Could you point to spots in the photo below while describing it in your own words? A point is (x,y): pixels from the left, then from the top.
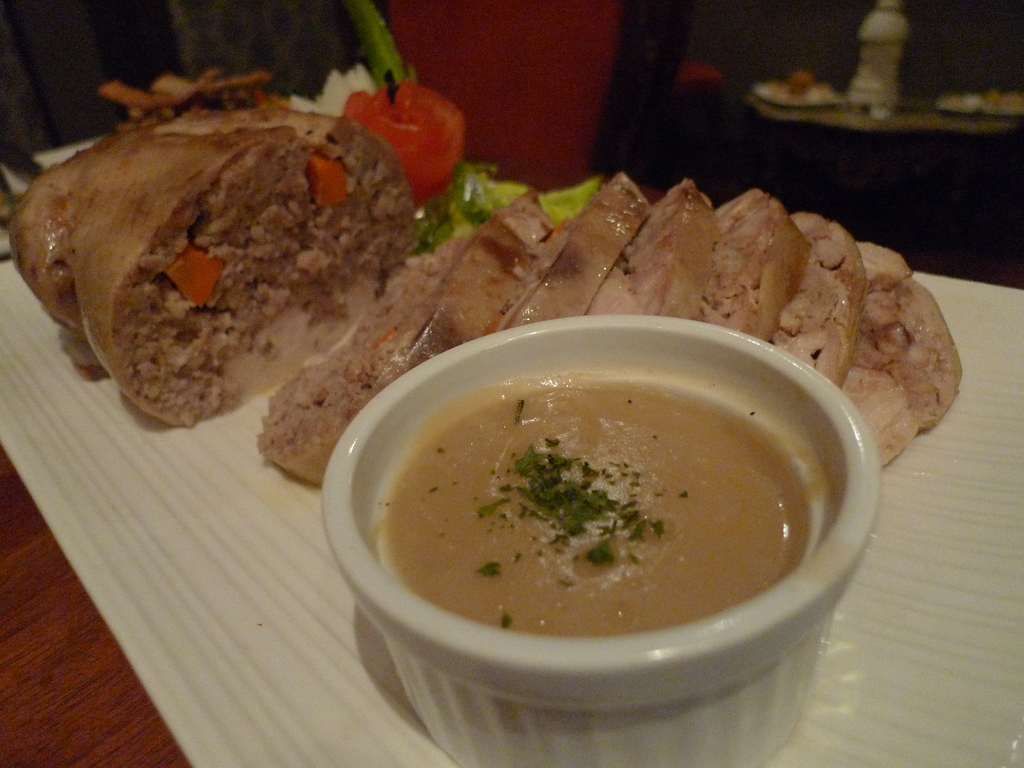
In the image we can see a wooden surface (52,702), on it there is a bowl (619,685) and a container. This is a bottle (886,42) and the background (907,57) is blurred.
